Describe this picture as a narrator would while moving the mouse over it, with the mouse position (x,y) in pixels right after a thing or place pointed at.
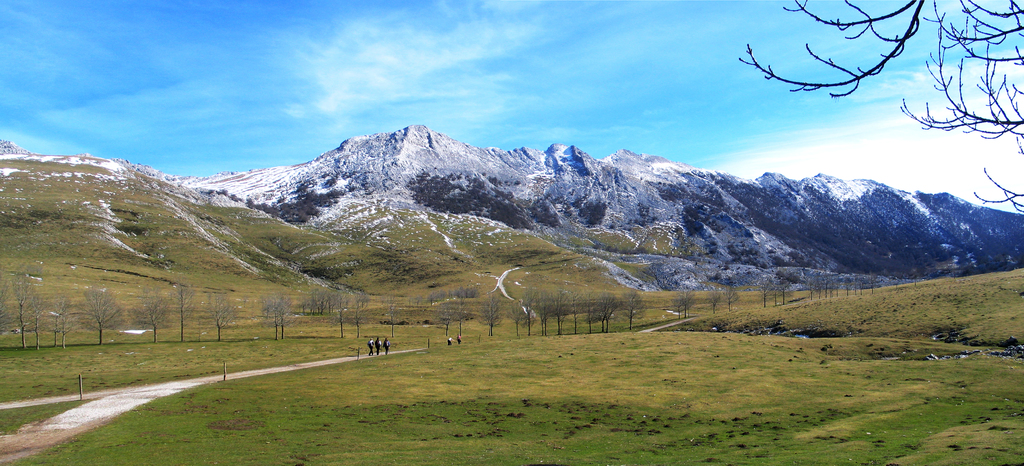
In this image there are hills (696,209). At the bottom (104,316) there are trees (101,328) and we can see people (376,342). In the background (544,80) there is sky (523,73).
